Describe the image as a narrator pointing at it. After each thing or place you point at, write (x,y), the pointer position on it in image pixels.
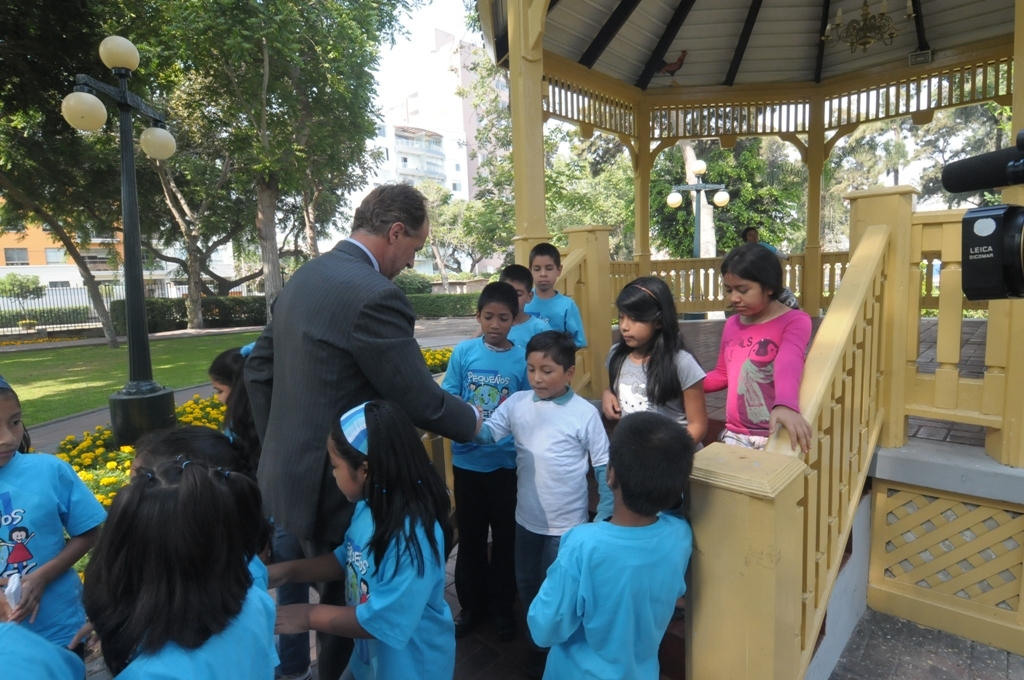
In this image I can see there are few children's (112,552) standing in front of the fence (437,455) and I can see a person (352,379) between children's (460,528) and I can see pole (116,91) visible on the left side (91,81) and building (438,76) and trees (151,37) visible at the top (248,218).
